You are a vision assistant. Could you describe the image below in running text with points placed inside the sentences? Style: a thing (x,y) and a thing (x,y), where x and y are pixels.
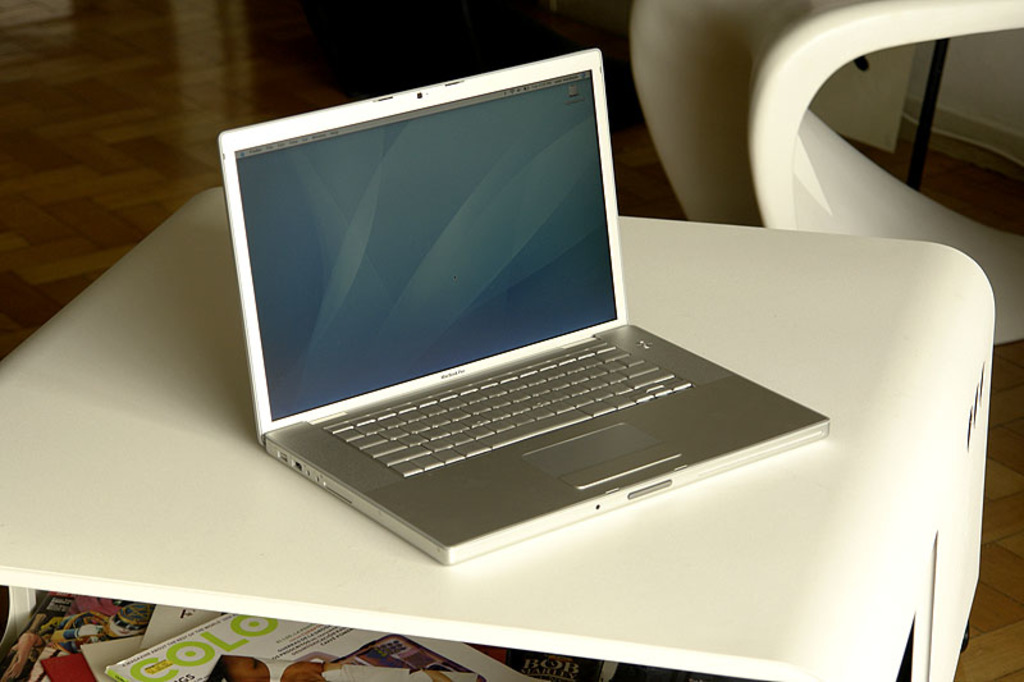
In this image I can see the laptop (630,468) on the white color surface (739,583), background (114,105) I can see the floor (112,167) in brown color. In front (331,669) I can see few books (119,647).
